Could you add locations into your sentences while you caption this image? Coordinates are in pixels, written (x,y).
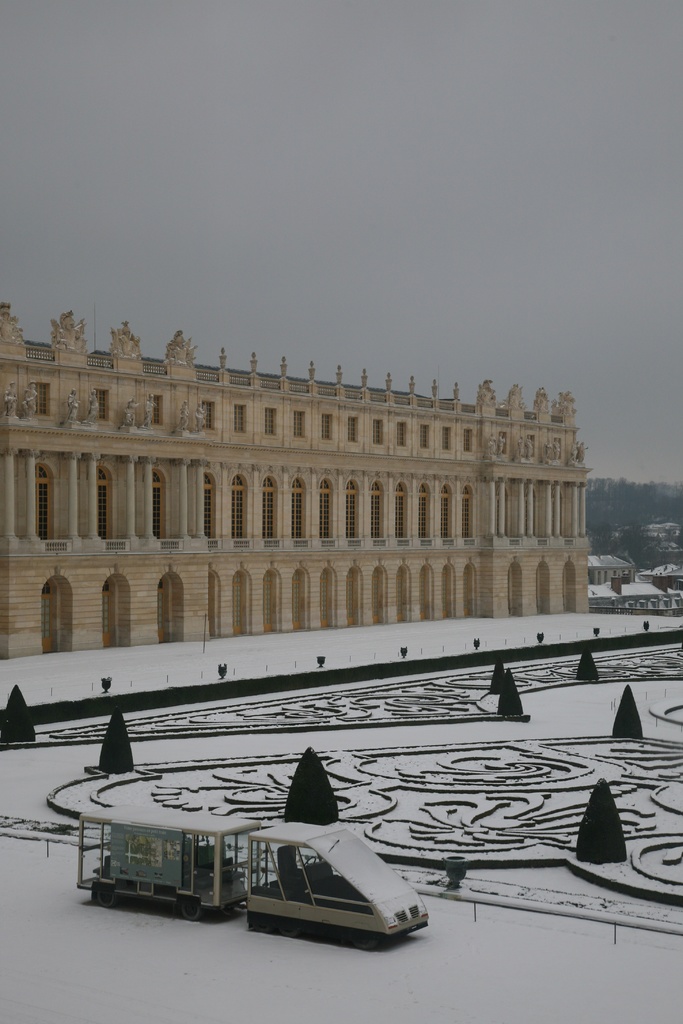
In this image we can see roads (177,921) covered with snow (128,913), buildings (122,506), motor vehicle (320,861), trees (623,525) and sky (230,197).
